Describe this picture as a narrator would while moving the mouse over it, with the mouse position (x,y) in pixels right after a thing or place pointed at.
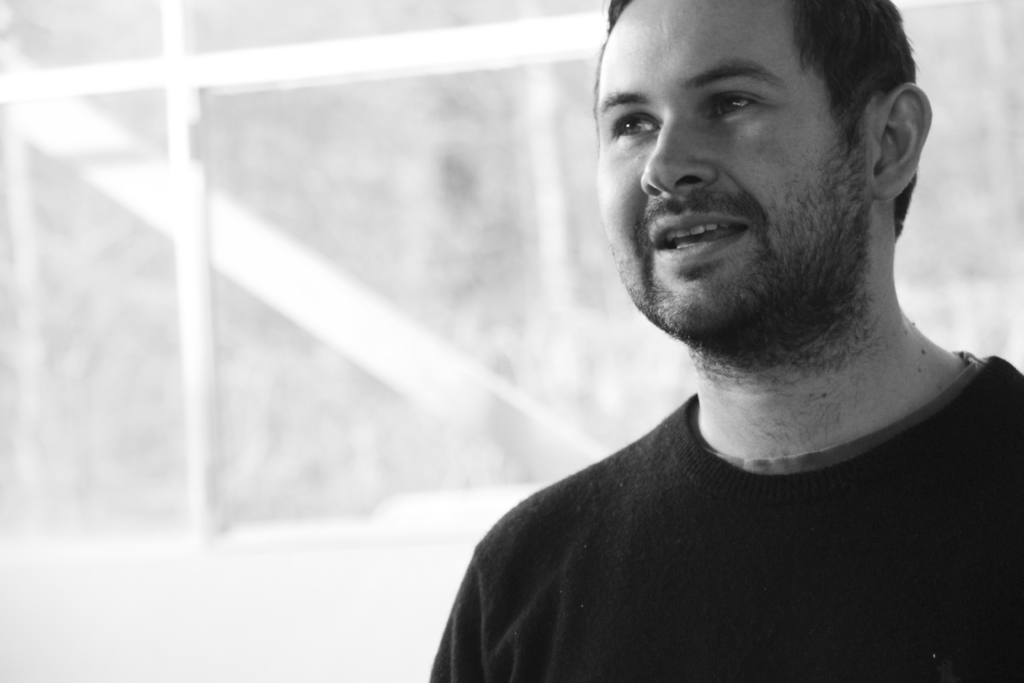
This is a black and white image. On the right side of the image (773,302) a man (773,302) is there. In the background of the image (977,300) a window (575,344) is there. At the bottom of the image (415,609) there is a wall (443,574).
